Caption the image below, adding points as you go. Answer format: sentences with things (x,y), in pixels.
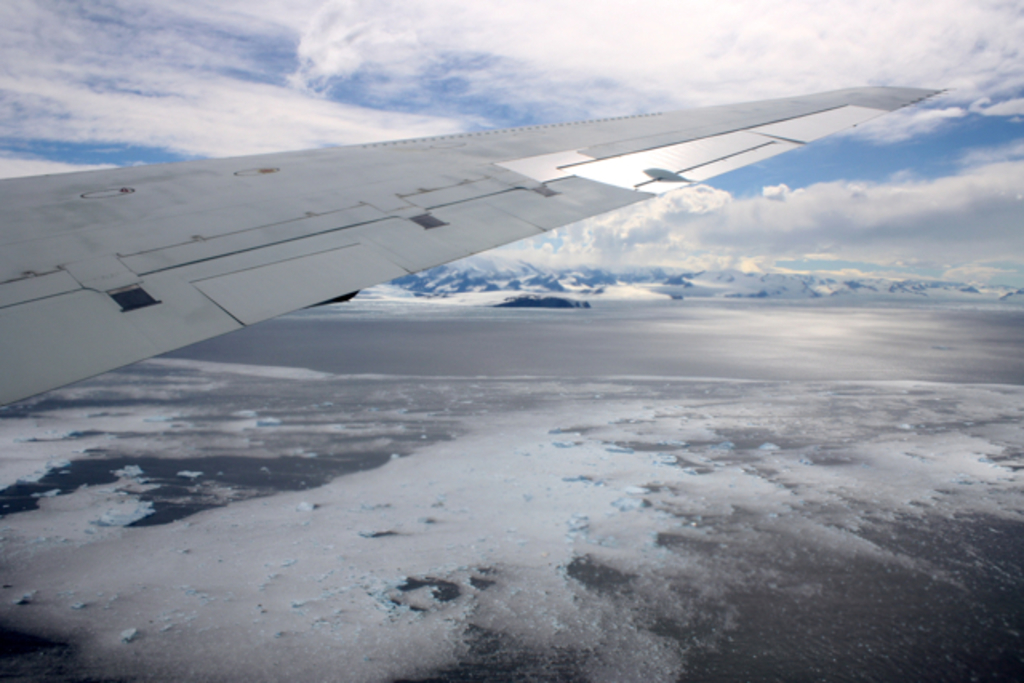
In this image I can see wing (136,231) of an airplane (513,186). In the background (521,99) I can see clouds (683,34) and the sky (841,178).
